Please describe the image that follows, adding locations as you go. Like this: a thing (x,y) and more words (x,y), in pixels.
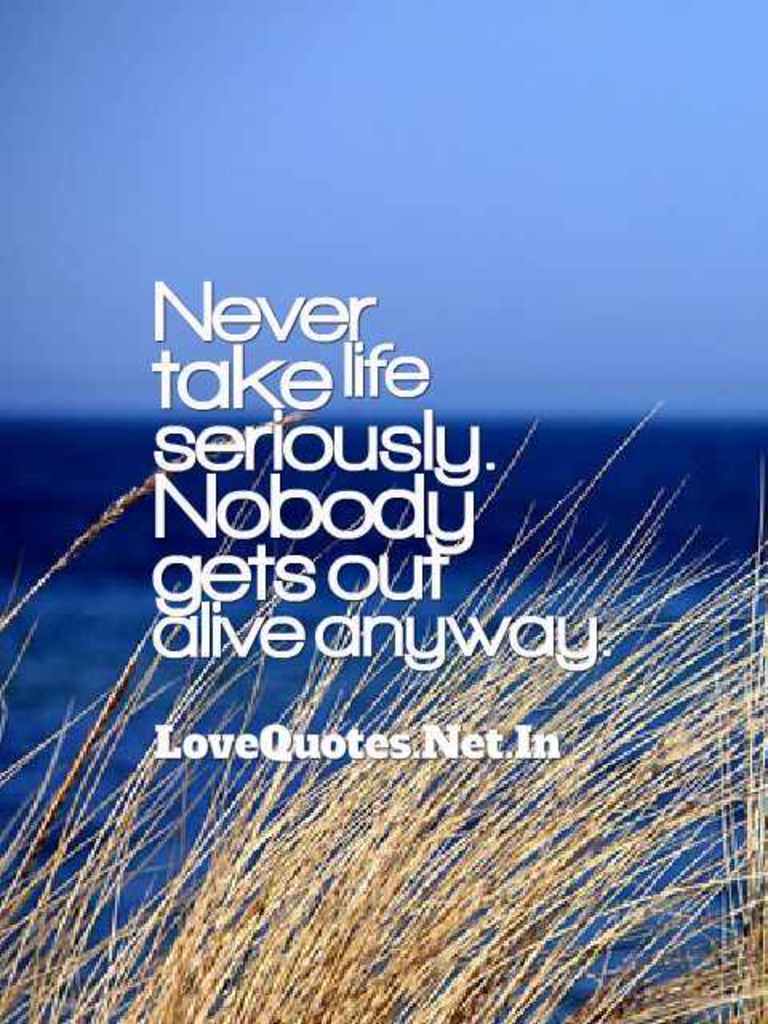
This picture is clicked outside. In the foreground (258,916) we can see the dry grass (534,775). In the background (668,194) there is a sky (741,340) and some other objects (697,487). In the center (408,468) we can see the text (314,521) on the image.
